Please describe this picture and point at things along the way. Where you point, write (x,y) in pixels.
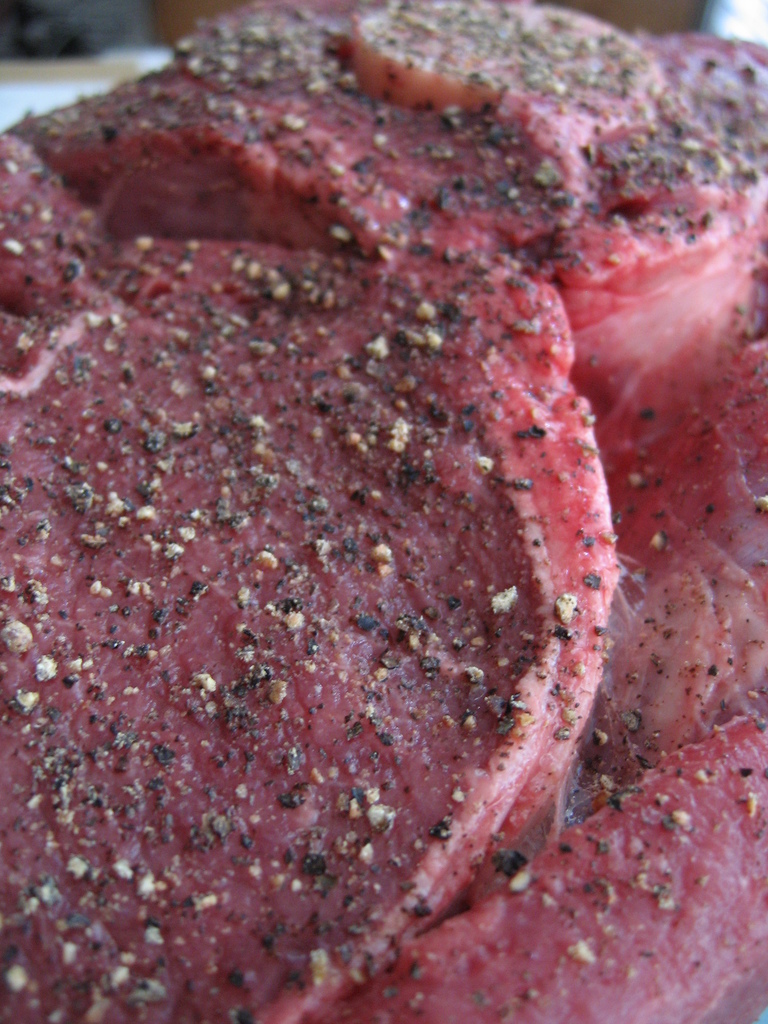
In the picture there is brisket (371,420) in the center of the image (352,525), it seems to be some spices (93,511) on it.
